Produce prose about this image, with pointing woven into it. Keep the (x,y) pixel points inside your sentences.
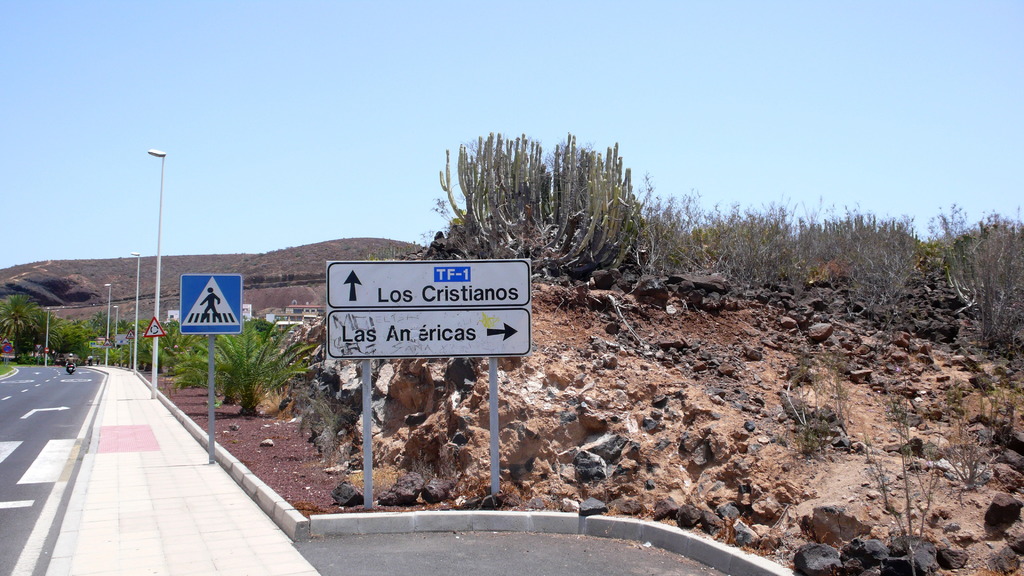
This picture is clicked outside the city. At the bottom of the picture (48,449), we see the road (86,432) and we see a man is riding the bike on the road (34,371). Beside him, we see a footpath (168,432) on which street lights (105,328) and a pedestrian board (202,291) are placed. In the middle of the picture (357,334), we see a white board (372,311) with some text (456,323) written on it. Behind that, we see a rock (626,371) and plants (518,234). There are trees (64,347) and hills (302,284) in the background (78,277). At the top of the picture (259,92), we see the sky (318,107).
